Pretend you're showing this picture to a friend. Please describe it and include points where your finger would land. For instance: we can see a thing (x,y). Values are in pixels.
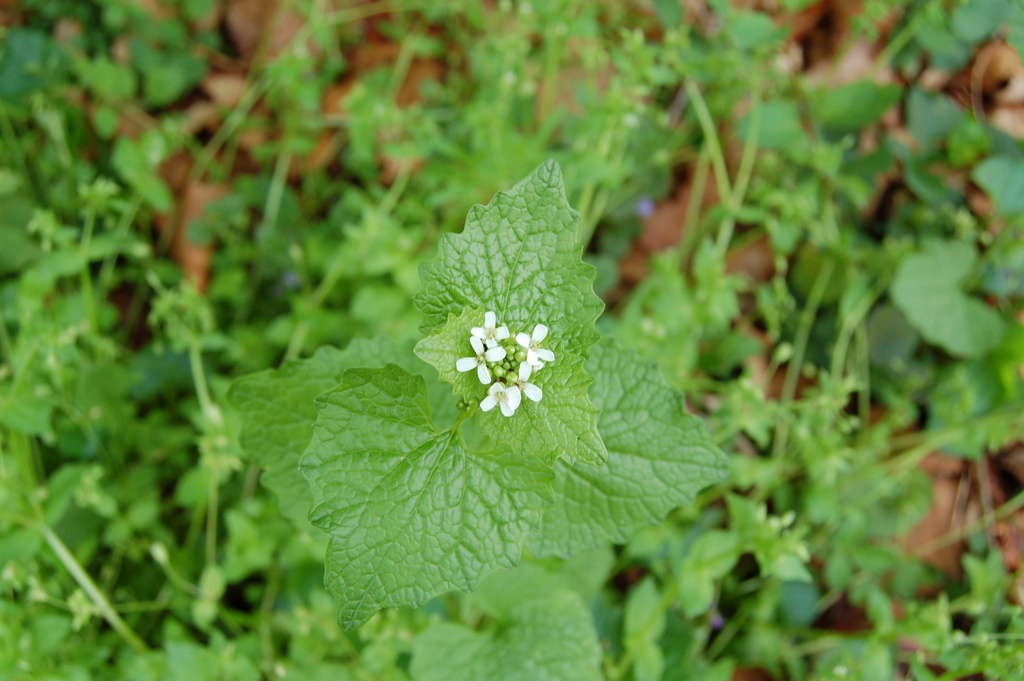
In the picture there are creepers (167,607) present, there are flowers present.
